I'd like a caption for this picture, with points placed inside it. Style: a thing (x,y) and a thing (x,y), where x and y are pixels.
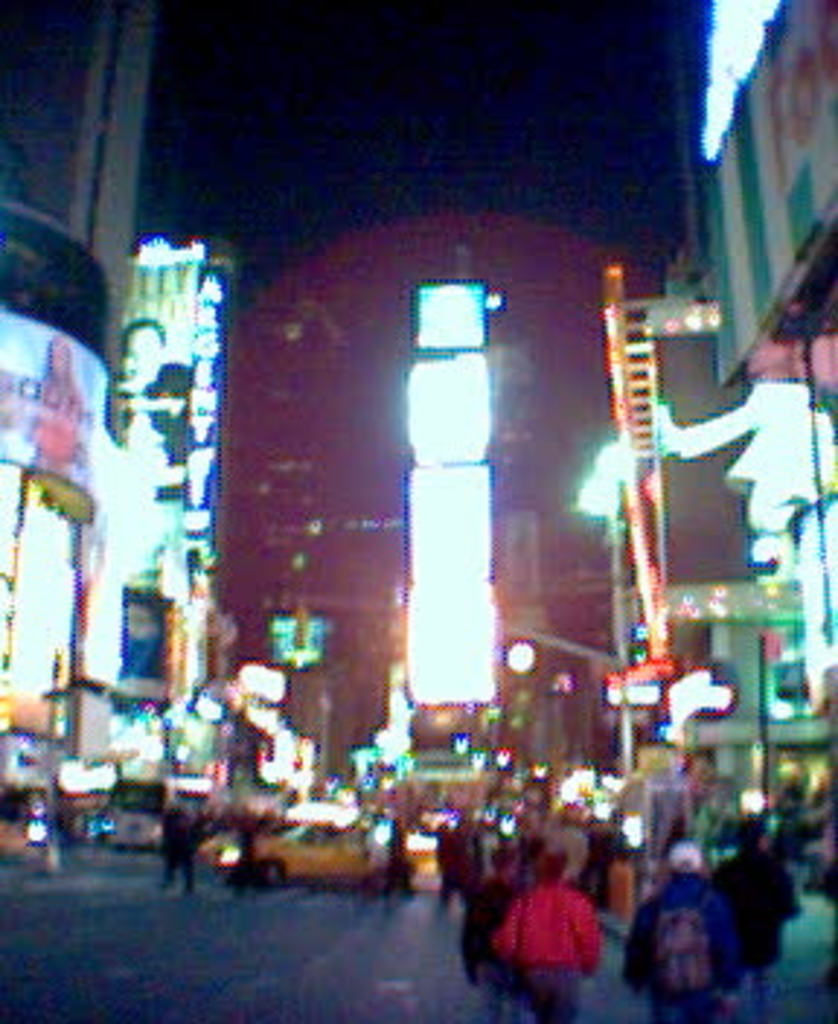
This picture is clicked outside the city. At the bottom (371,939), we see the road (364,931). On the right side (644,988), we see the people (496,931) are walking on the road (348,900). In the middle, we see a yellow car (309,874) and beside that, we see the people (244,852) are standing. On the left side (132,696), we see the buildings (95,704) and a pole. In the background (100,636), we see the buildings (406,569), lights (411,611) and the hoarding boards (56,616). At the top (291,160), we see the sky (403,127). This picture is clicked in the dark. This picture is blurred.
